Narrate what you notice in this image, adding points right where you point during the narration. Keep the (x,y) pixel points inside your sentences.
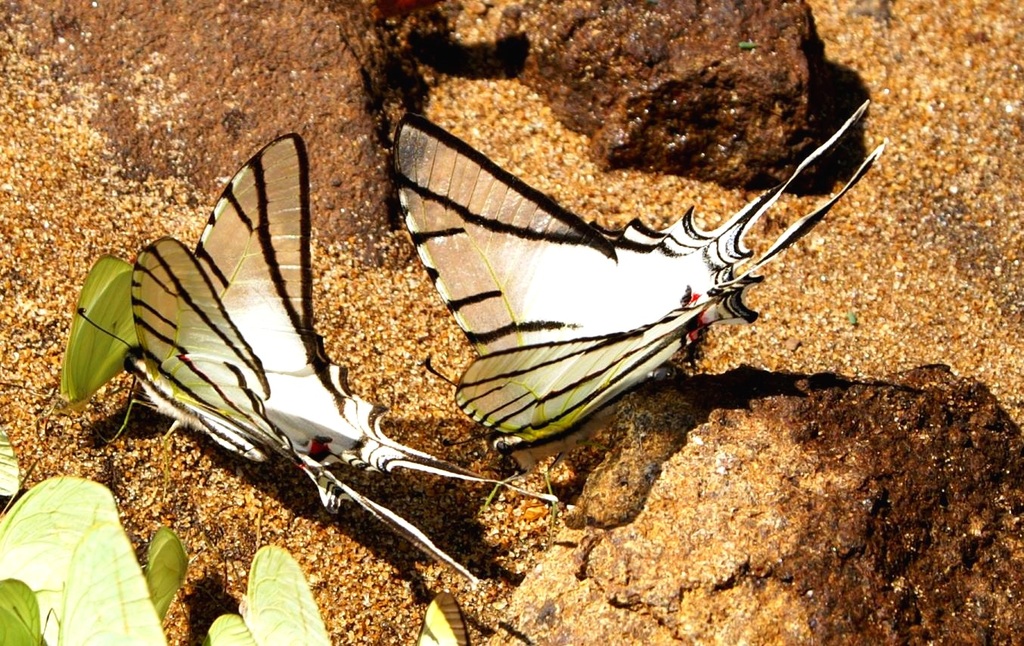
In this image in the center (510,360) there are two butterflies (521,324), and in the background (806,324) there is sand (985,320). At the bottom (73,621) there are some other butterflies (73,621).
